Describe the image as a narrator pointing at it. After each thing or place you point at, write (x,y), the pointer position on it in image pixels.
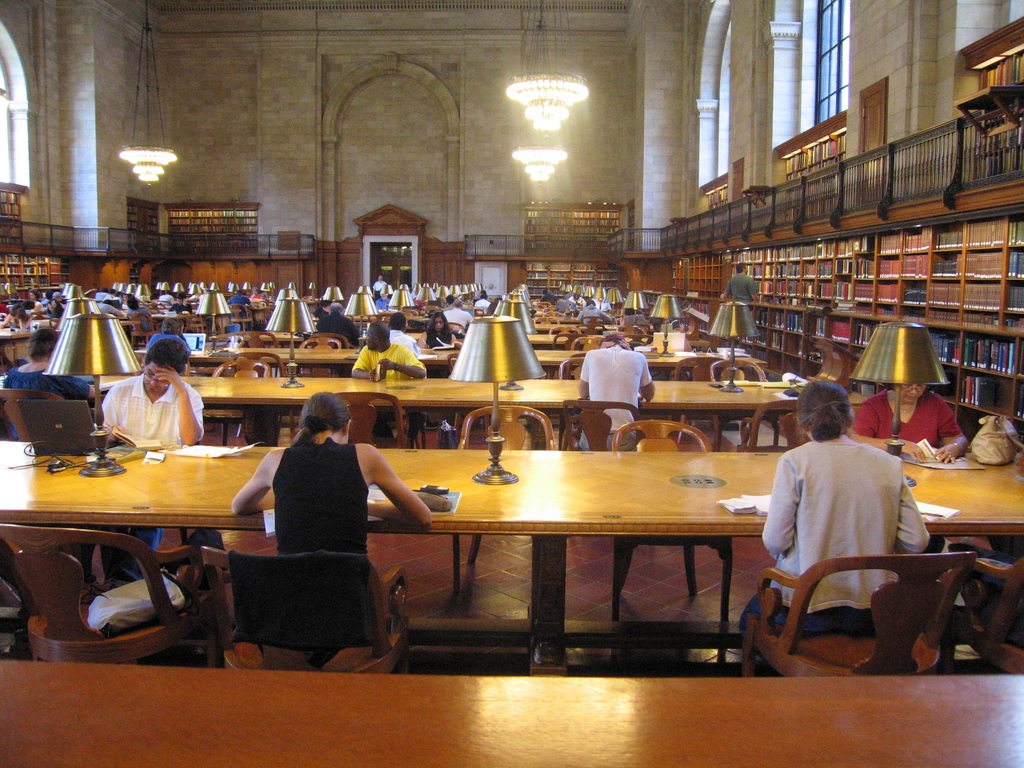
In this image I can see a few people (308,520) are sitting on the chair (337,569). On the table (477,456) there lamp (496,469), book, laptop (60,411). On the right side (909,264) there is a book rack (939,329).
